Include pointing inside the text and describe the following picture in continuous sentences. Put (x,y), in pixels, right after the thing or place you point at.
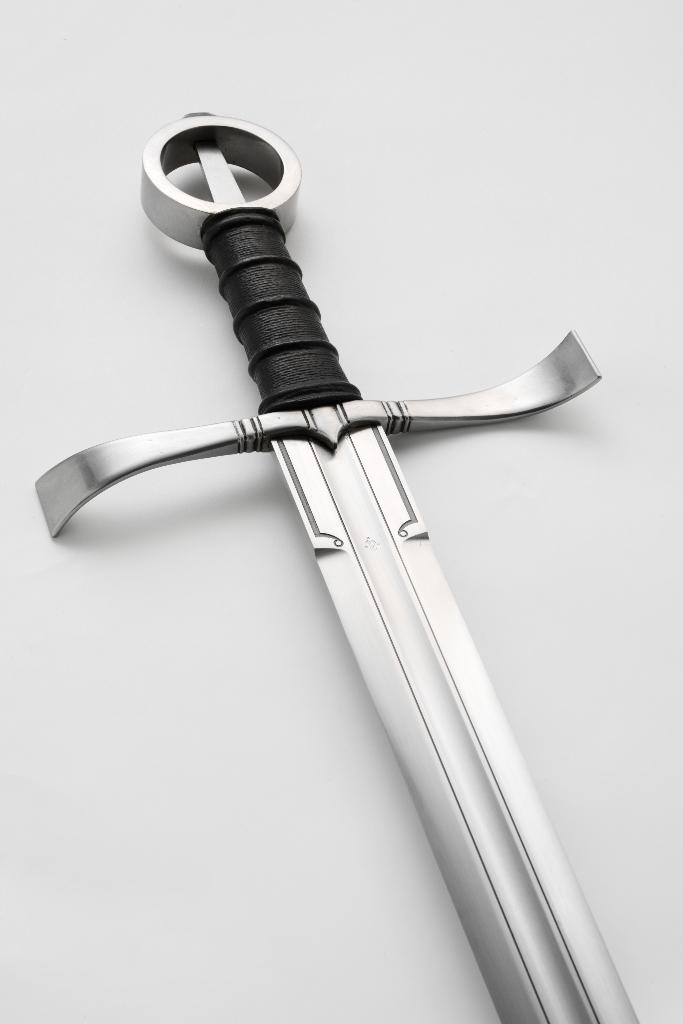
In the picture I can see a sword (457,424).
